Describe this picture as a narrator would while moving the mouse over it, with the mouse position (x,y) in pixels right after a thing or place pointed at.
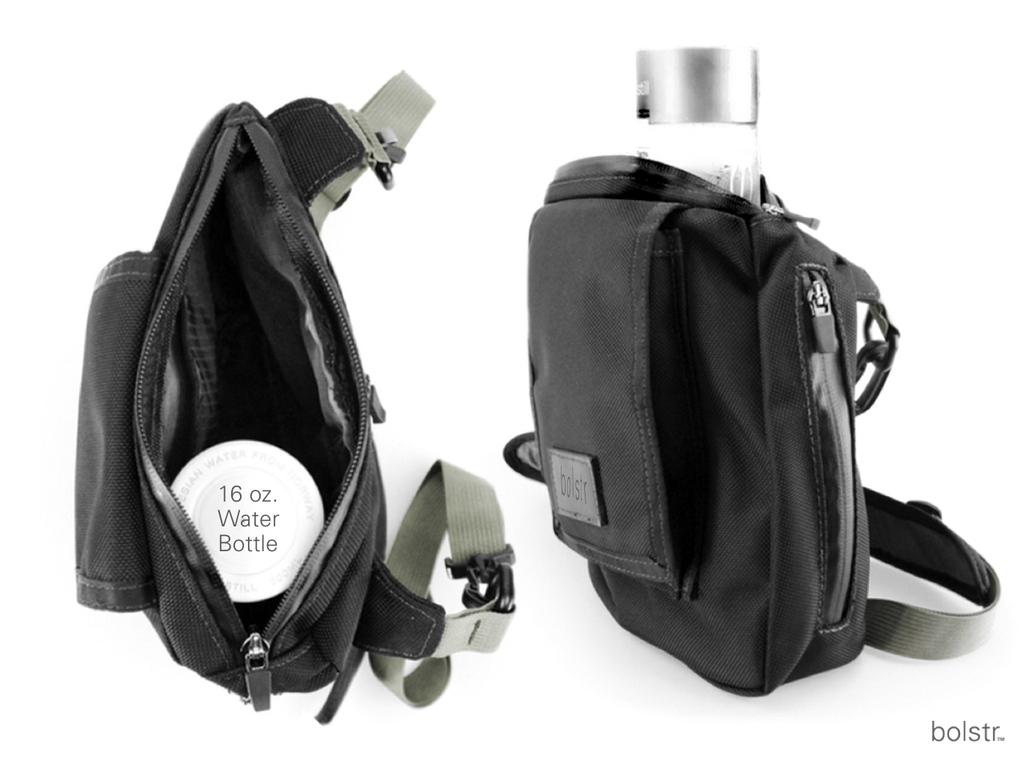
There are two bags (506,452) with water bottles (273,474) in it.
